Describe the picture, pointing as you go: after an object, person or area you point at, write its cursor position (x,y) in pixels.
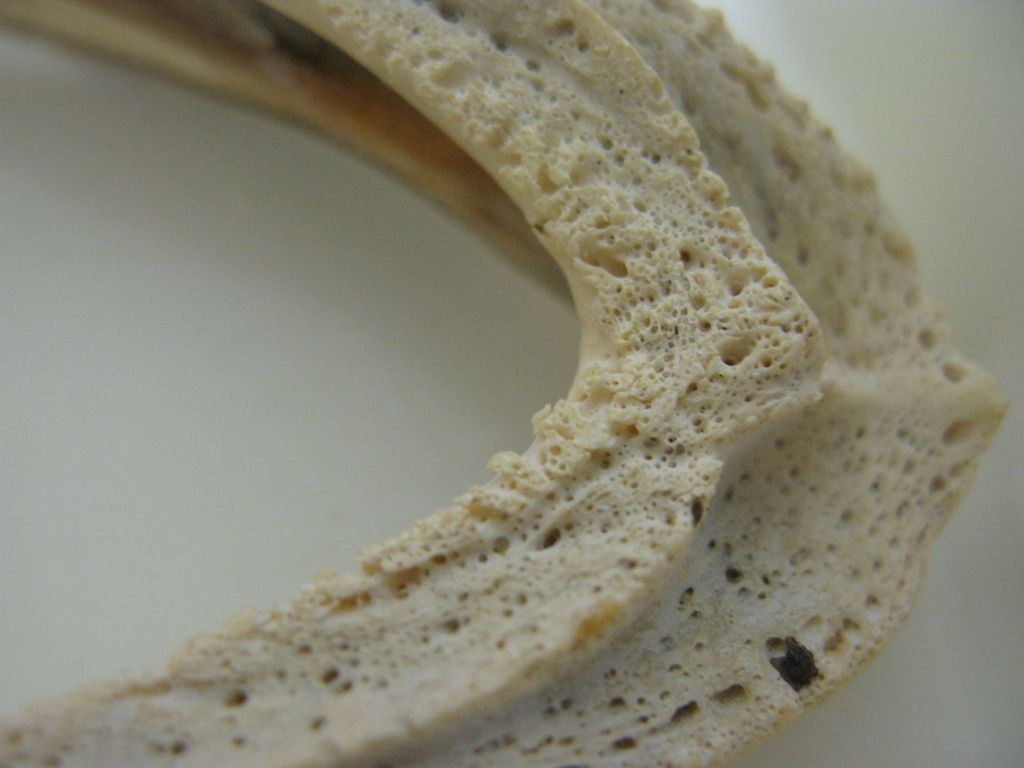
In this image we can see a bone (522,564), and the background (40,411) is white in color.
